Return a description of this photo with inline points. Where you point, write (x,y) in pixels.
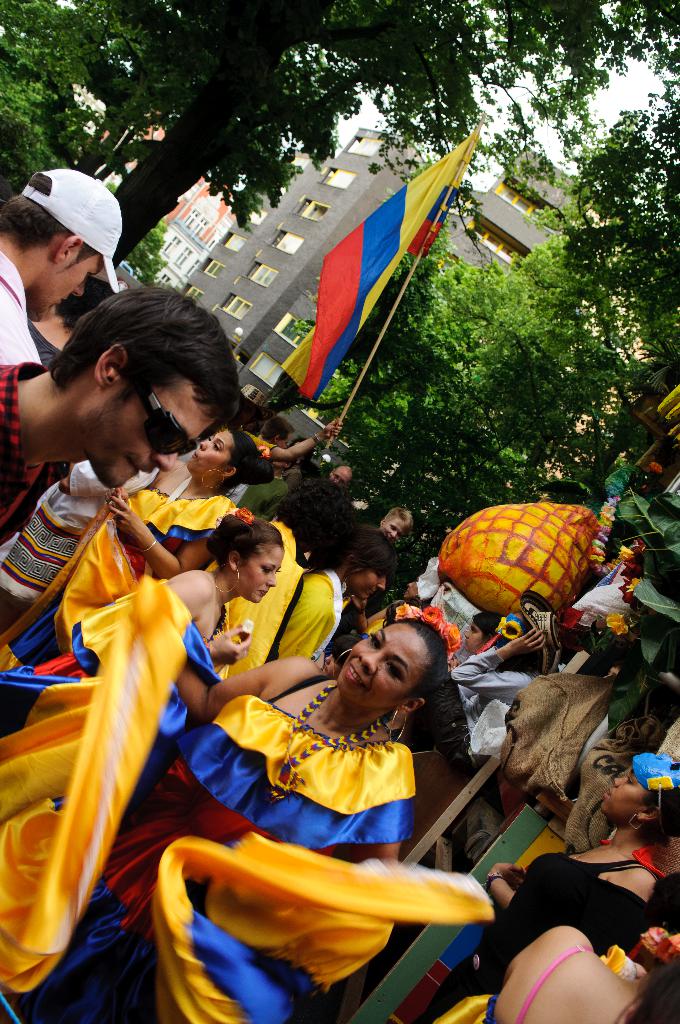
At the bottom of the image (109,739) few people (170,480) are standing and holding a flag (415,218). At the top of the image (403,271) there are some trees (641,345) and buildings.
